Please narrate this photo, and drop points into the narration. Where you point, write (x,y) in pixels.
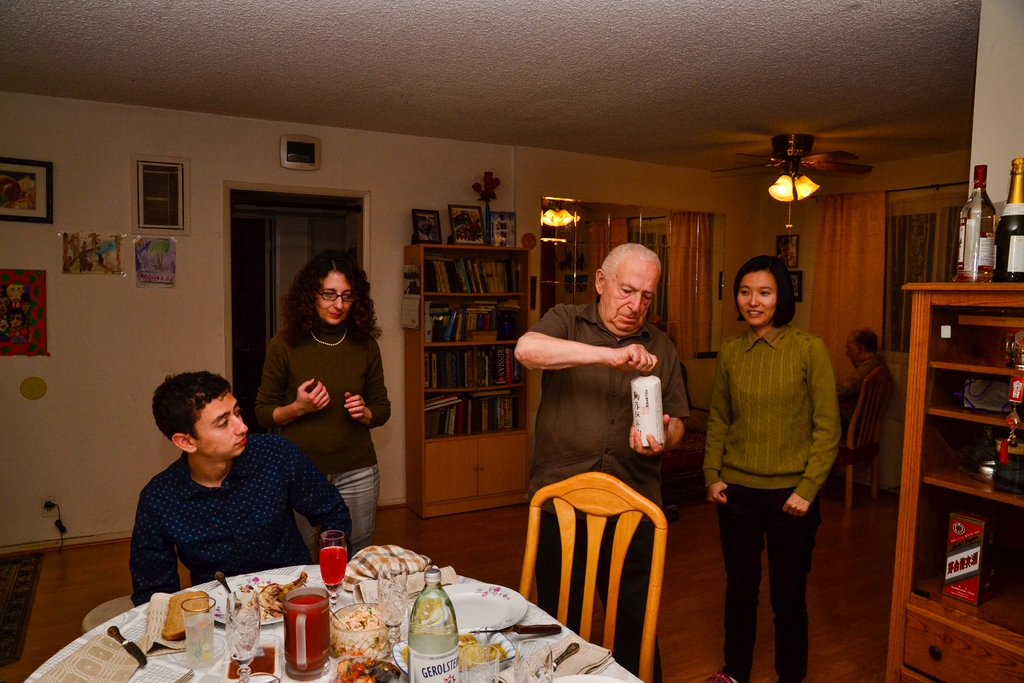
In the center (529,333) we can see one man (612,367) standing and holding bottle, beside him we can see two persons (325,334) were standing. In front (247,527) we can see one man (245,540) sitting on the chair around the table (168,662). On table (303,580) we can see mug (312,656), glasses (207,630), napkin (175,642), knife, water bottle (454,663), plate (477,623) and food items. In the background (476,222) there is a wall (88,315), photo frame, shelf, books (479,374), curtain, light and one more person (877,353) sitting on the chair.
